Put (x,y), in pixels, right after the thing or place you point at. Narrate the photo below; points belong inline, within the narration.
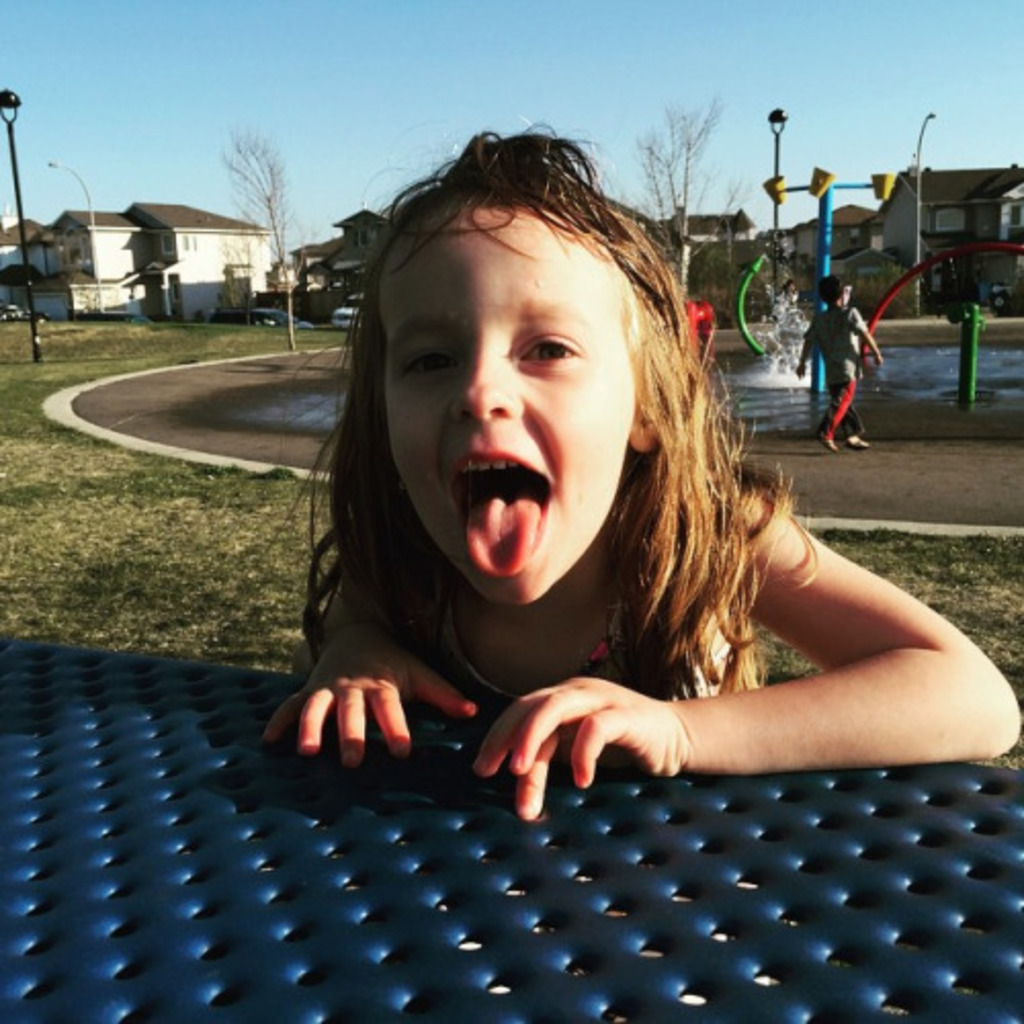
In this picture we can see a girl (307,714) smiling, grass (293,482), water (787,347), buildings (120,250), trees (284,212), poles (86,188) and a boy (852,325) walking on the ground (779,447) and in the background (571,103) we can see the sky (384,107).
